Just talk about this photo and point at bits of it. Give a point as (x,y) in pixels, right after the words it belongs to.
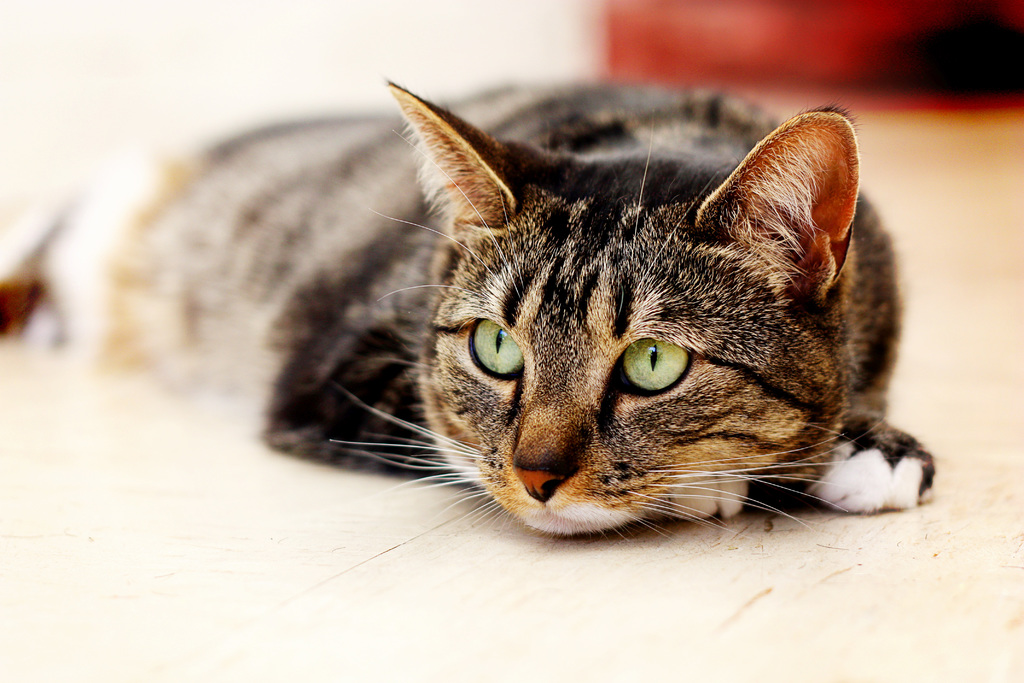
Front we can see a cat (848,351). Background (642,0) it is blur.
